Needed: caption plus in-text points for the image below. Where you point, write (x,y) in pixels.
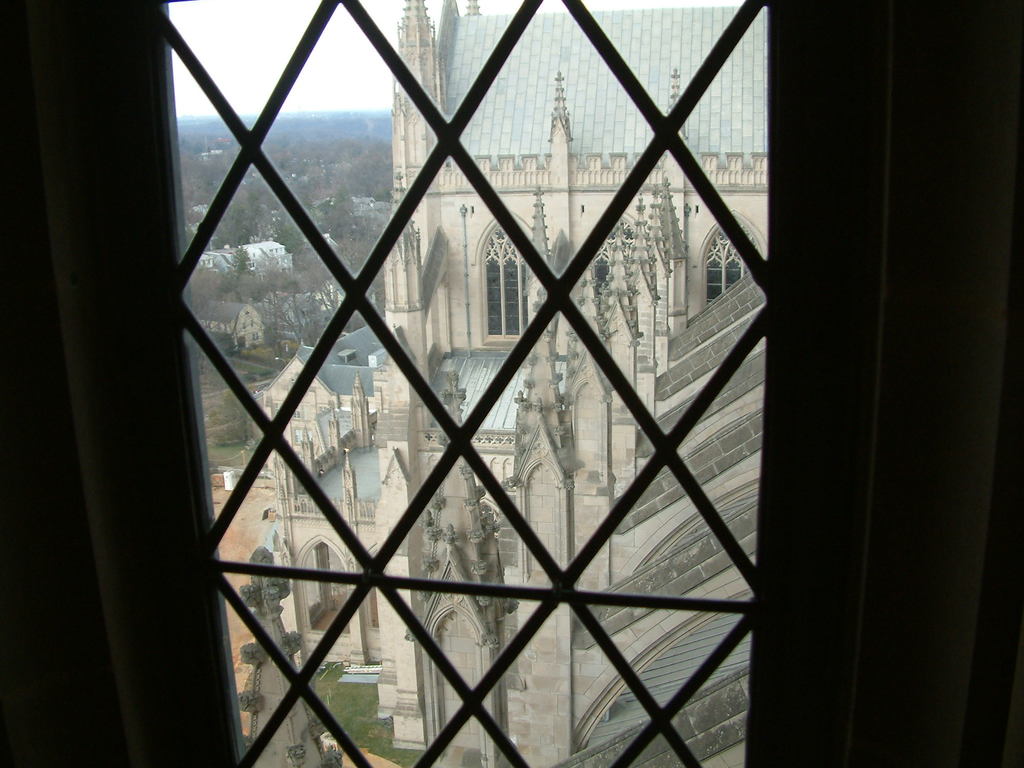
In this image in the center (344,489) there is a window (441,537) and through the window (508,220) we can see some buildings (426,302), trees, grass (358,695) and walkway (222,505).
